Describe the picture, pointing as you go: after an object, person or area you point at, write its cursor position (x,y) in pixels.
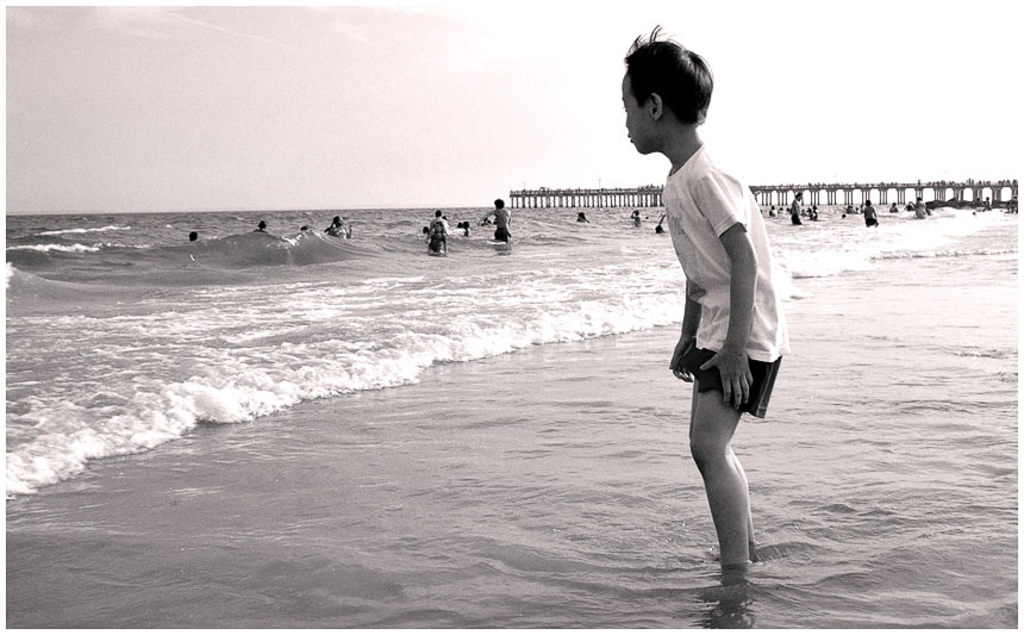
This is a black and white image. Here I can see an ocean (340,368). On the right side (725,366) a boy (730,302) is wearing white color t-shirt (766,299), short (770,382) and standing in the water (626,492). In the background (662,228) there are many people (339,221) playing in the water (348,294). On the right side (935,195), I can see a bridge (853,190). At the top (482,85) I can see the sky (145,64).
